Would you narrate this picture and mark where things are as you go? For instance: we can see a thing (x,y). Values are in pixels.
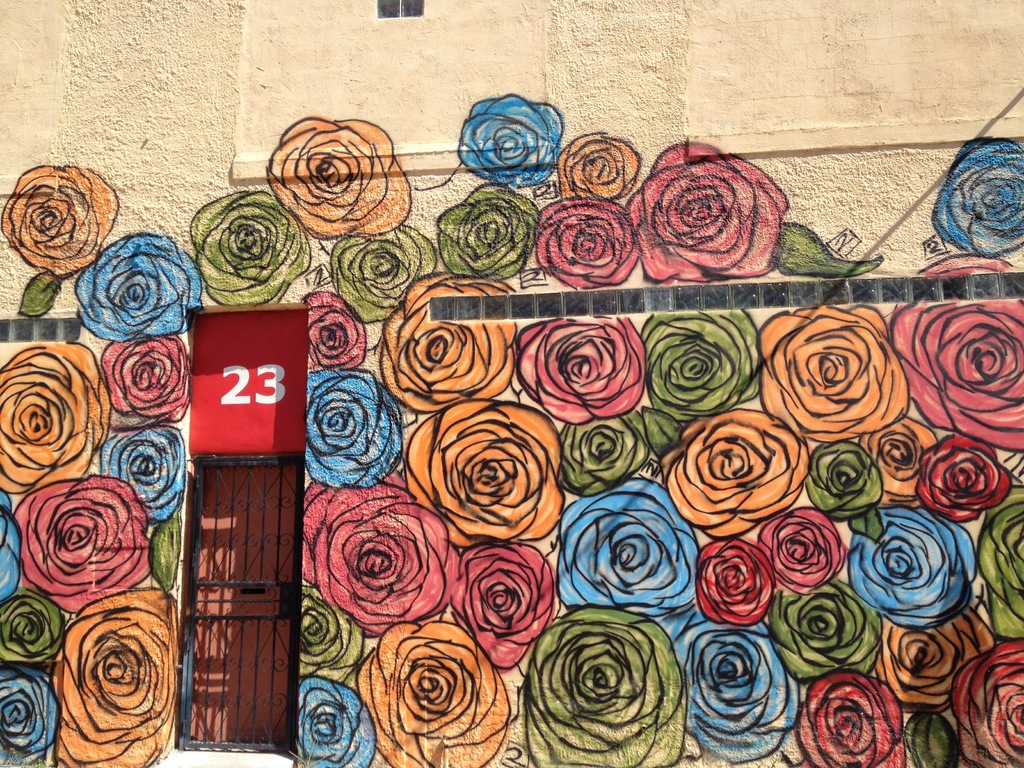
In this image we can see some pictures (760,451) of flowers (584,565) which are painted on a wall (595,489). We can also see a door (204,517) with grills (190,574) and a board (247,435) with numbers (244,392) on it. On the top of the image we can see a window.
